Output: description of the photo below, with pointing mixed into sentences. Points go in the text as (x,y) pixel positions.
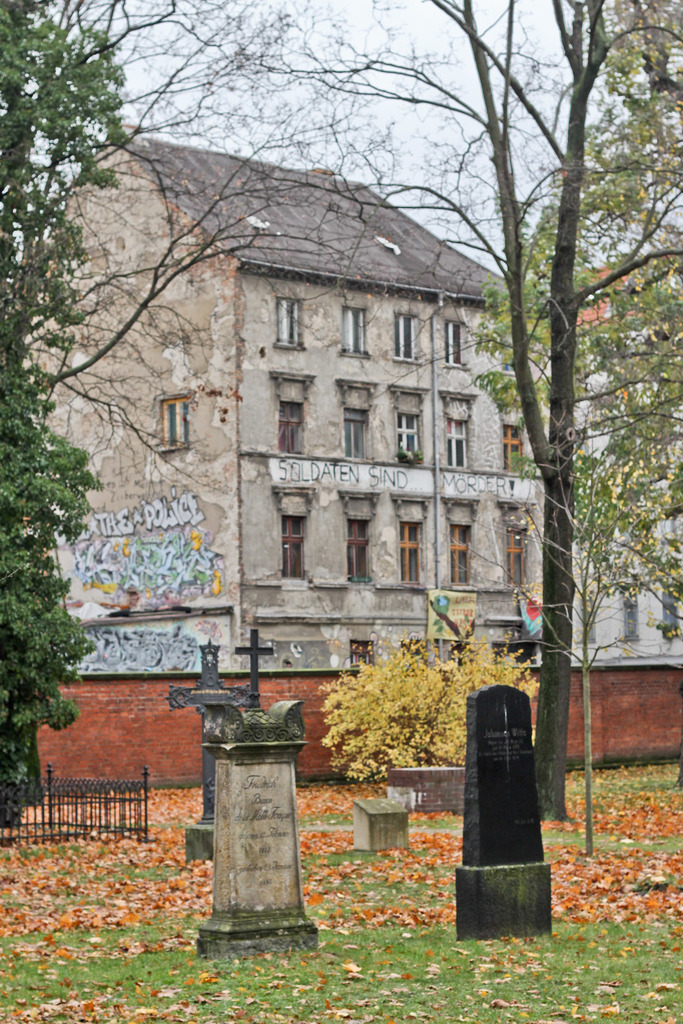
In the image we can see buildings (446,471) and windows (288,313) of the buildings (326,383). There are many trees (37,306) and the sky (471,50). Here we can see memorials (294,839), grass (455,952), dry leaves (121,900), fence (62,788) and the wall (118,775).
